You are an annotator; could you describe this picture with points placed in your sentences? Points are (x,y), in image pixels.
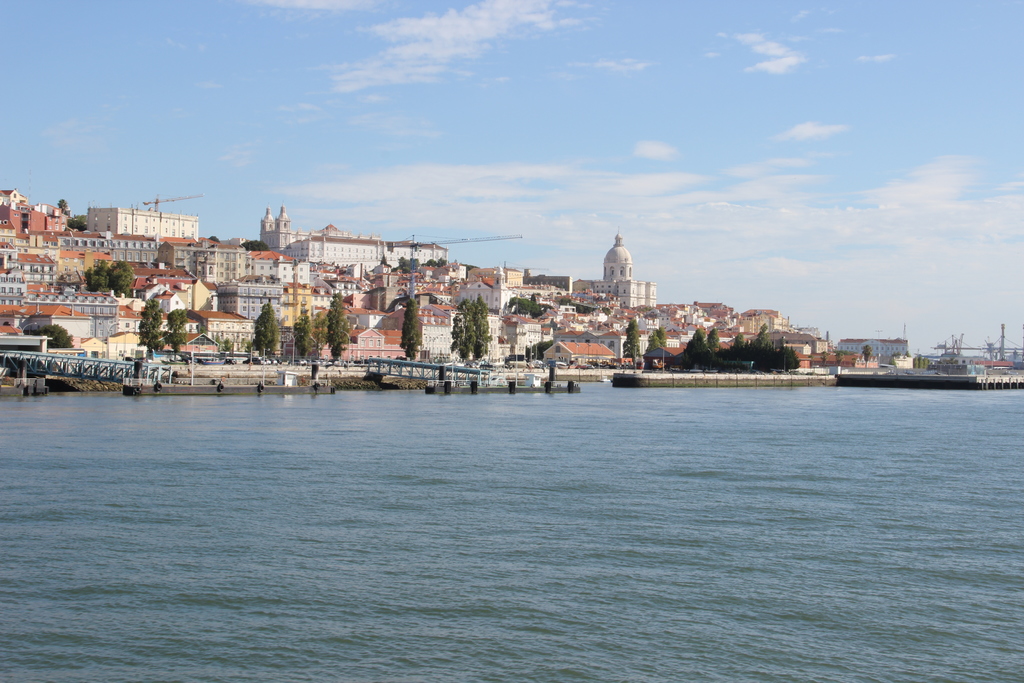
At the bottom of the picture (474,536), we see water (559,458) and this water (639,473) might be in the river (615,607). There are trees (408,306) and buildings (116,305) in the background (515,278). At the top of the picture (477,141), we see the clouds (533,212) and the sky (502,79), which is blue in color.
